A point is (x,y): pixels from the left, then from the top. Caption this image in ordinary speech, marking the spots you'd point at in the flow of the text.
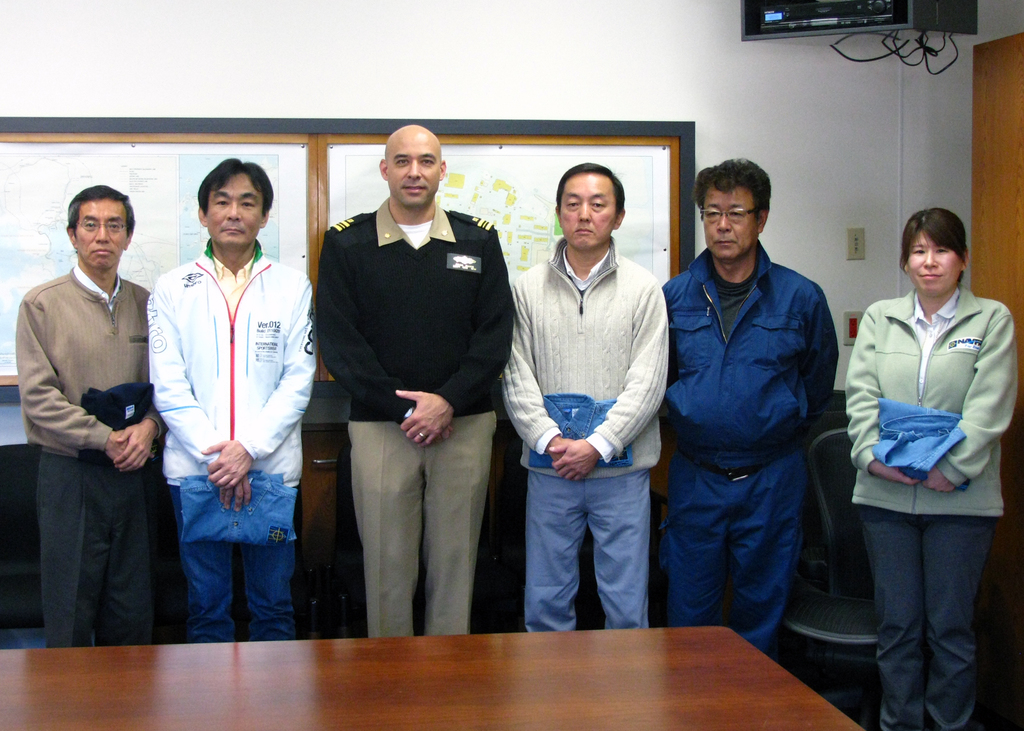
In this image, we can see persons (820,295) wearing clothes (95,420) and standing in front of the wall (802,142). There are maps (233,155) on the wall (532,77). There is a table (550,665) at the bottom of the image (424,721). There is a chair (845,569) in the bottom right of the image (856,610). There is an electric machine (835,23) in the top right of the image (796,9).
